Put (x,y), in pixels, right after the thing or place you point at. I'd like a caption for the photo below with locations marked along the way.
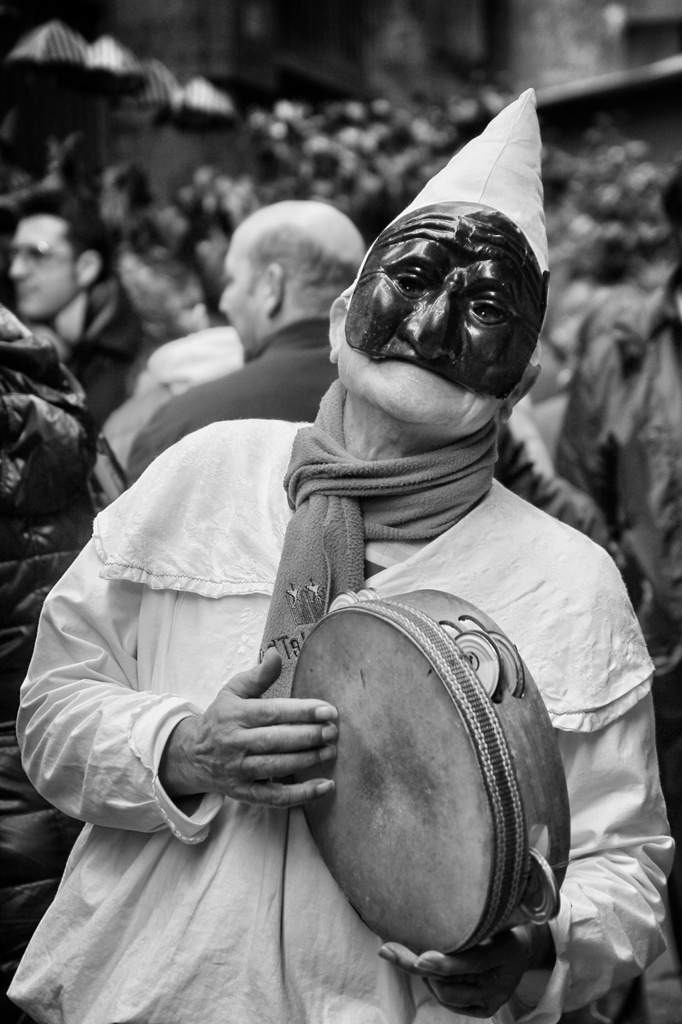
The picture consists of a person (445,347) wearing mask (448,314) and playing dayereh (365,736). In the background (152,274) there are people (41,235) and other objects (359,186). At the top (263,62) it is blurred.
